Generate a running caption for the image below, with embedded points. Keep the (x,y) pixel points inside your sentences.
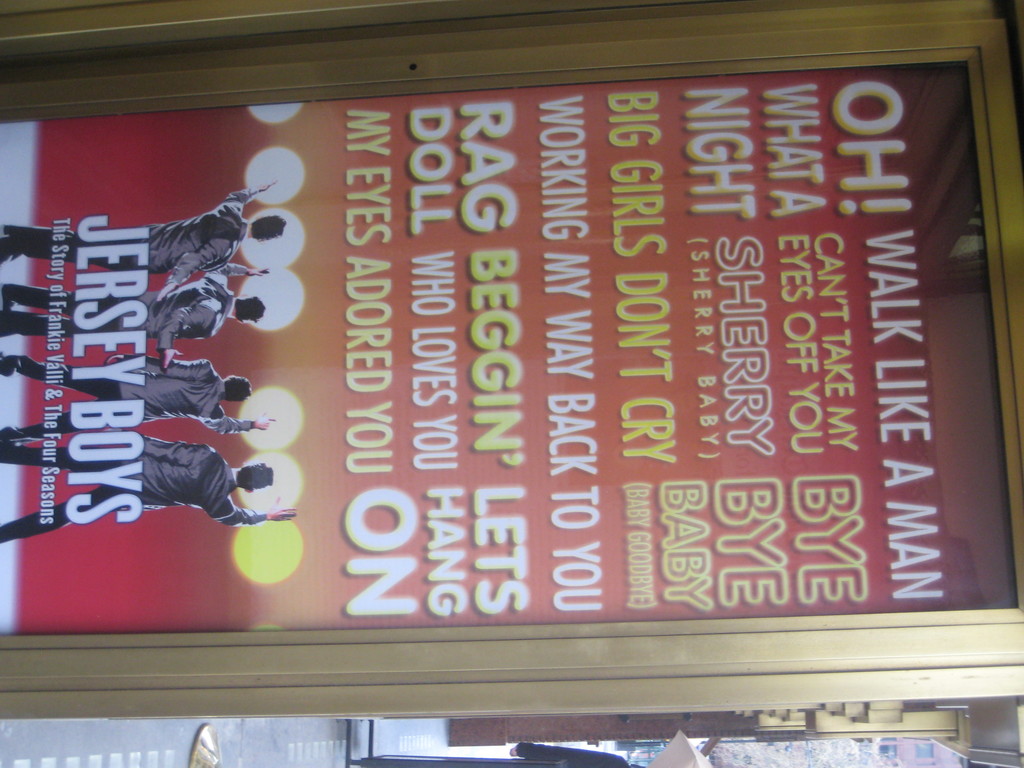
This is a picture of a poster (370,341) with some words (412,211) and four people (202,355) on it, and at the background (916,742) there is a tree (716,767) and a building (904,761).
